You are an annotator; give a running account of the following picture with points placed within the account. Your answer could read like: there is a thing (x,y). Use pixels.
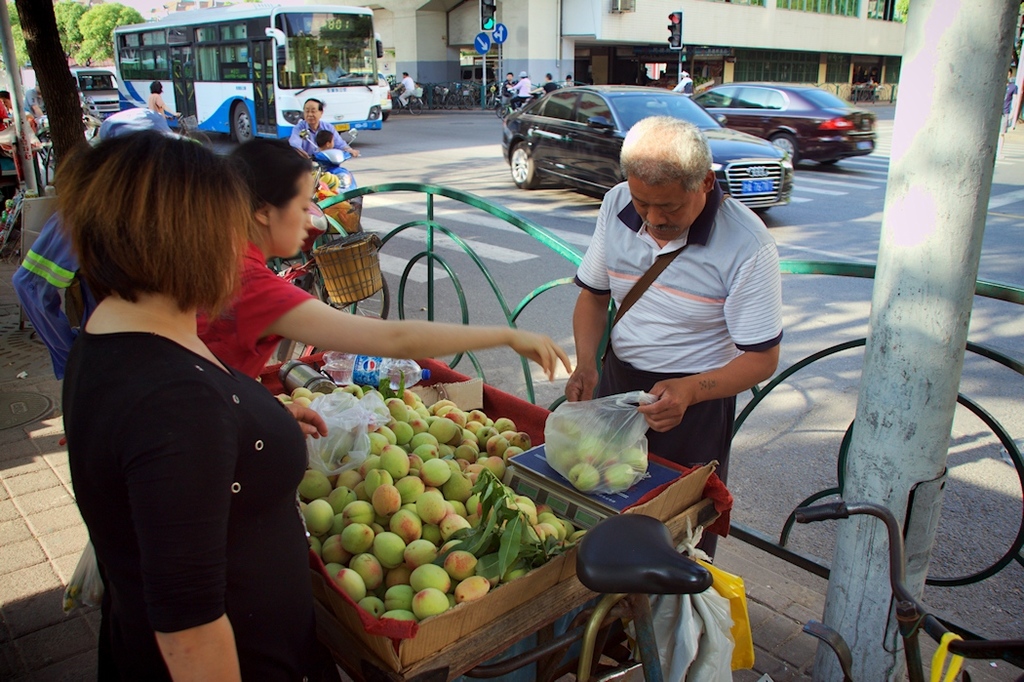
In this image I can see number of people (203,180) where few are sitting on their vehicles (349,172) and few are standing. Here I can see he is holding a plastic (585,439) and in it I can see few fruits (591,480). I can also see a carton box (666,487) and in it I can see number of green colour fruits (402,518) and few leaves (519,548). In background (472,132) I can see road (541,202) and on it I can see few white lines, few cars (599,92) and a bus (227,118). I can also see a building (447,31), few trees (58,39), signal light (487,17), few sign boards (481,41) and few poles (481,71).
